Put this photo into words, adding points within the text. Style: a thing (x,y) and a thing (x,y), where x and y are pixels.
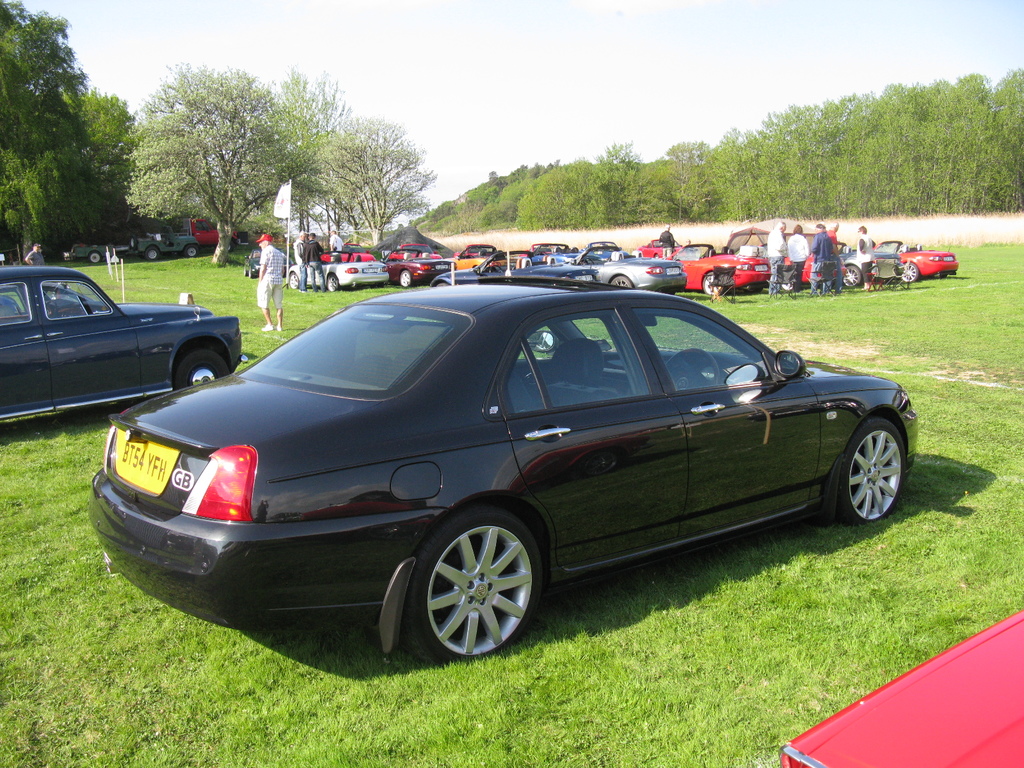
In this image I can see the grass ground (543,727) and on it I can see the number of cars (78,323) and I can see few people (272,260) are standing. I can also see a flag (284,199), number of trees (345,210) and the sky (546,76) in background (473,67). Here I can see few numbers (132,463) are written.
